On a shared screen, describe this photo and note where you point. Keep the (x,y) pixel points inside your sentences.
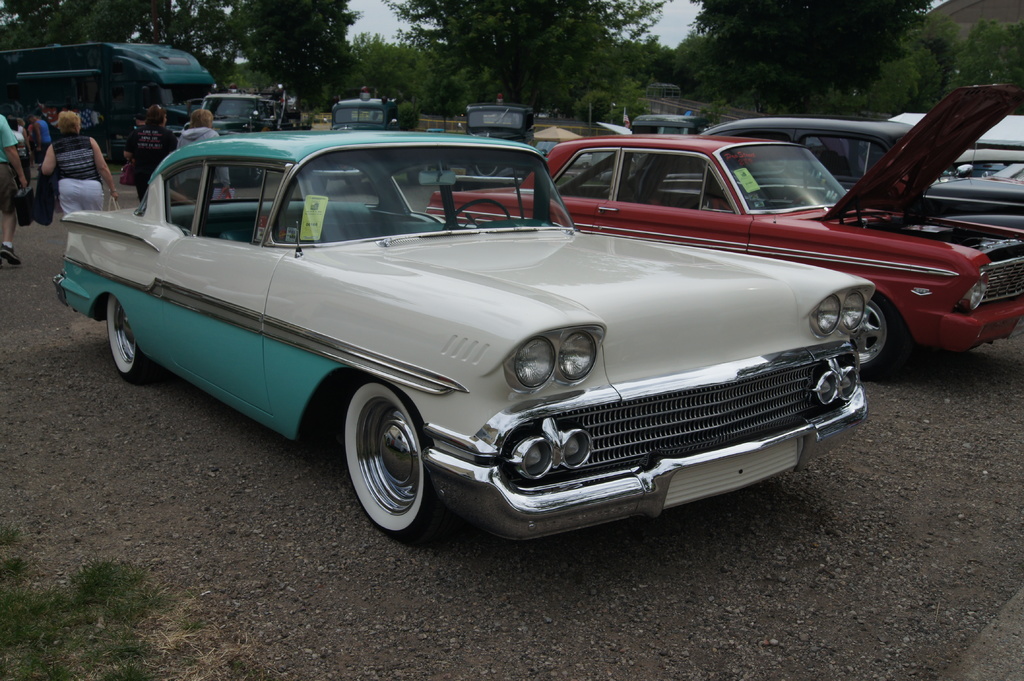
In the image in the center (434,393) we can see few different color vehicles (480,254). And we can see few people (161,152) were walking and they were holding some objects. In the background (765,22) we can see sky (383,26), clouds (384,13) and trees (846,104).
